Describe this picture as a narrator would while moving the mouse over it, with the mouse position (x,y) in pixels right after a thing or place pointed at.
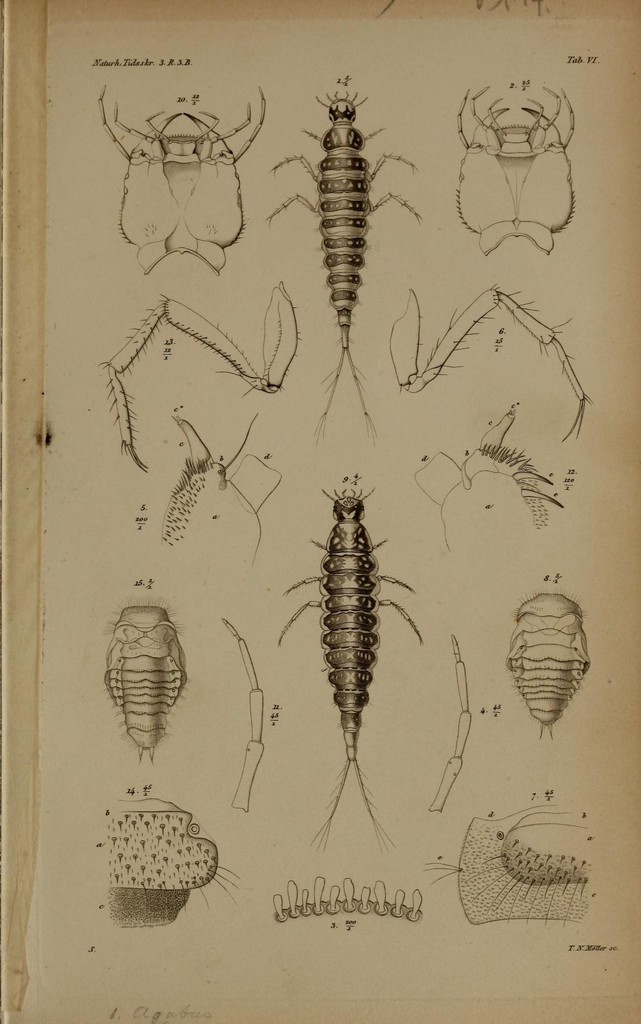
In the picture we can see a chart (444,584) with a diagram (548,156) of the insect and its parts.
